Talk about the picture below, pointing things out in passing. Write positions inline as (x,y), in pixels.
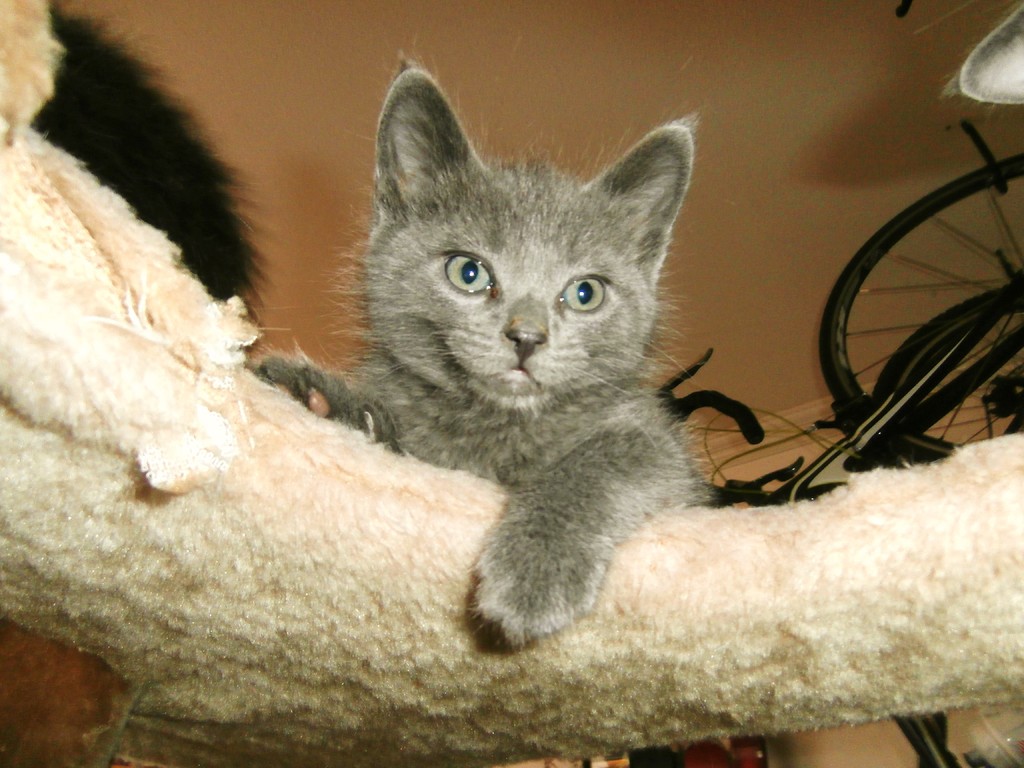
There is a cat (577,311) in the center of the picture (432,387) and it is placing its leg (527,525) on a white color object (496,631). Behind that, we see a bicycle (863,391) and a wall (488,75) in cream color.
